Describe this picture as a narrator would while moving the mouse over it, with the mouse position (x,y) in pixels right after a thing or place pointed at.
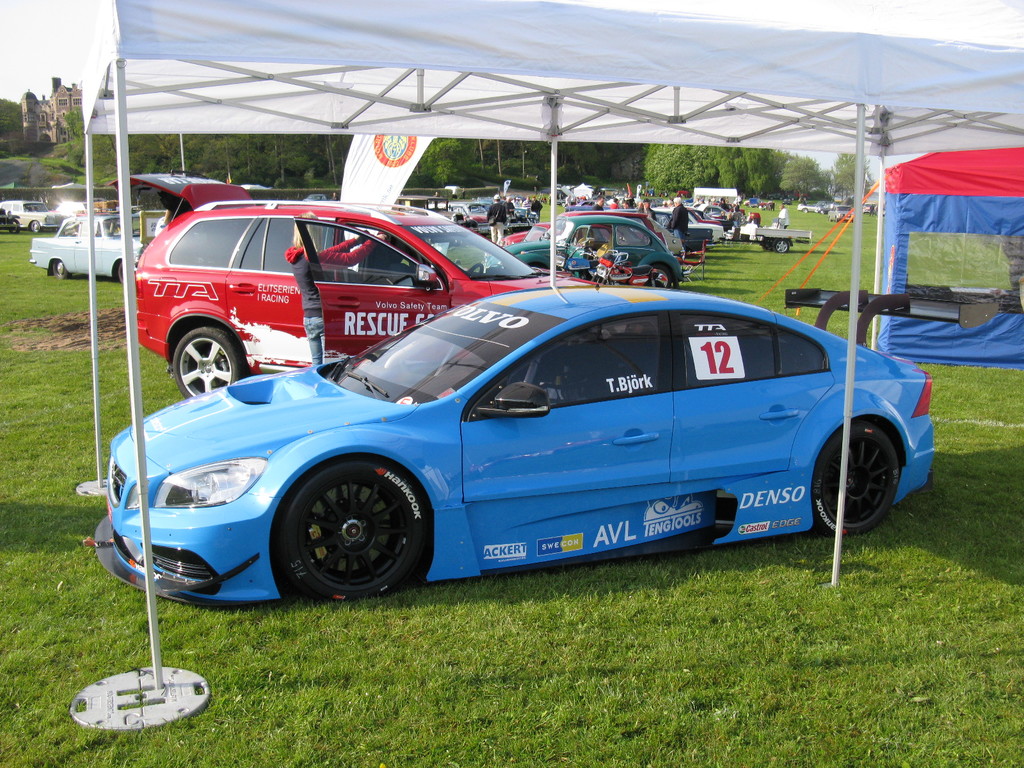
In this picture there is a blue color car (590,484) on a greenery ground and there is a stand (420,83) which has a white cloth (480,57) attached to it is above it and there are few vehicles (363,227), persons (496,199), trees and a building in the background (236,138).
